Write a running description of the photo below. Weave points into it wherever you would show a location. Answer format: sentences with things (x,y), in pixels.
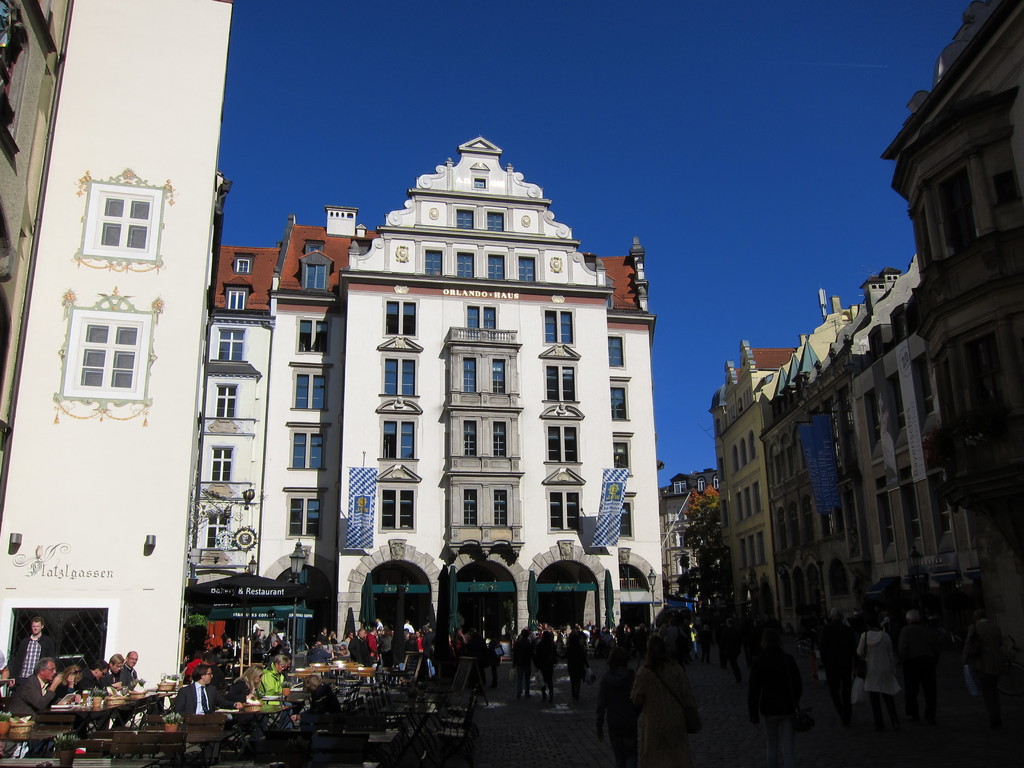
In the background (830,99) we can see the sky (708,97). In this picture we can see the buildings (962,406), windows (1001,397), banners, trees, road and the people (998,700). On the left side of the picture (321,752) we can see the people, chairs (353,741) and the tables (366,733). Few are sitting on the chairs (127,753) and on the tables (254,725) we can see few objects (168,681). We can see a pot (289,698) and a plant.
